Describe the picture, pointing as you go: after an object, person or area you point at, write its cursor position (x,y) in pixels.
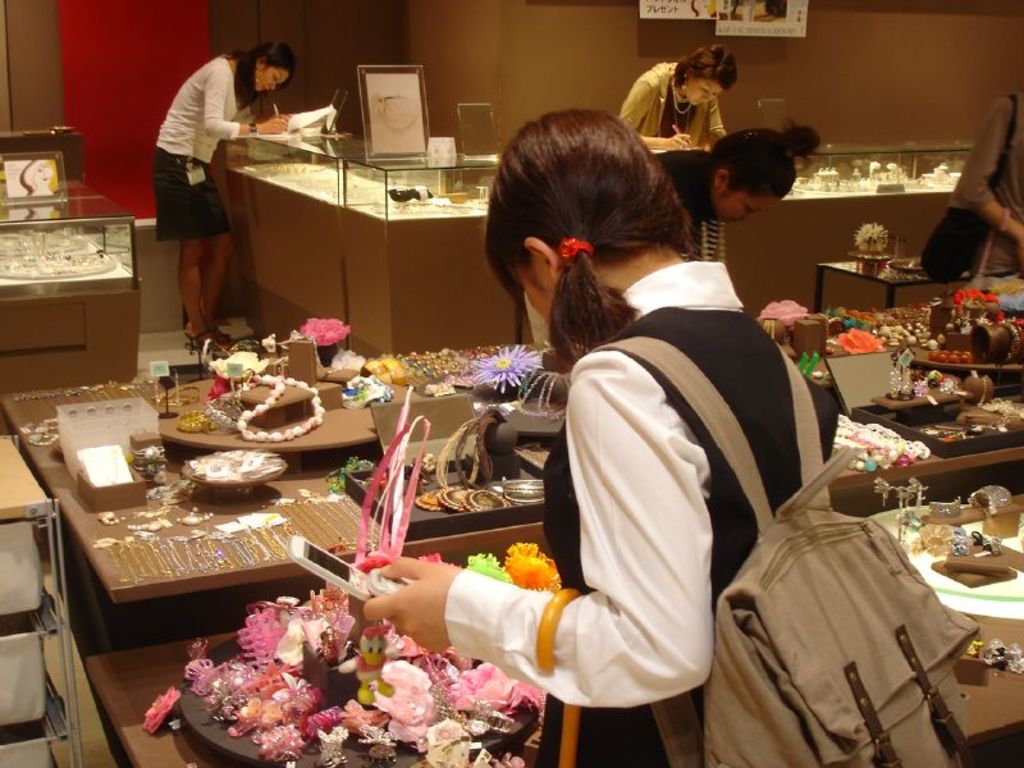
This image is clicked in a shop (445,58). There are five women (1020,194) in this image. In the front (626,441), the women (633,516) wearing white shirt (673,449) is wearing a bag (795,647). In the front (180,617), there is a table (249,597) on which many things (182,536) are kept. In the background (188,76), there is a wall (829,105).
